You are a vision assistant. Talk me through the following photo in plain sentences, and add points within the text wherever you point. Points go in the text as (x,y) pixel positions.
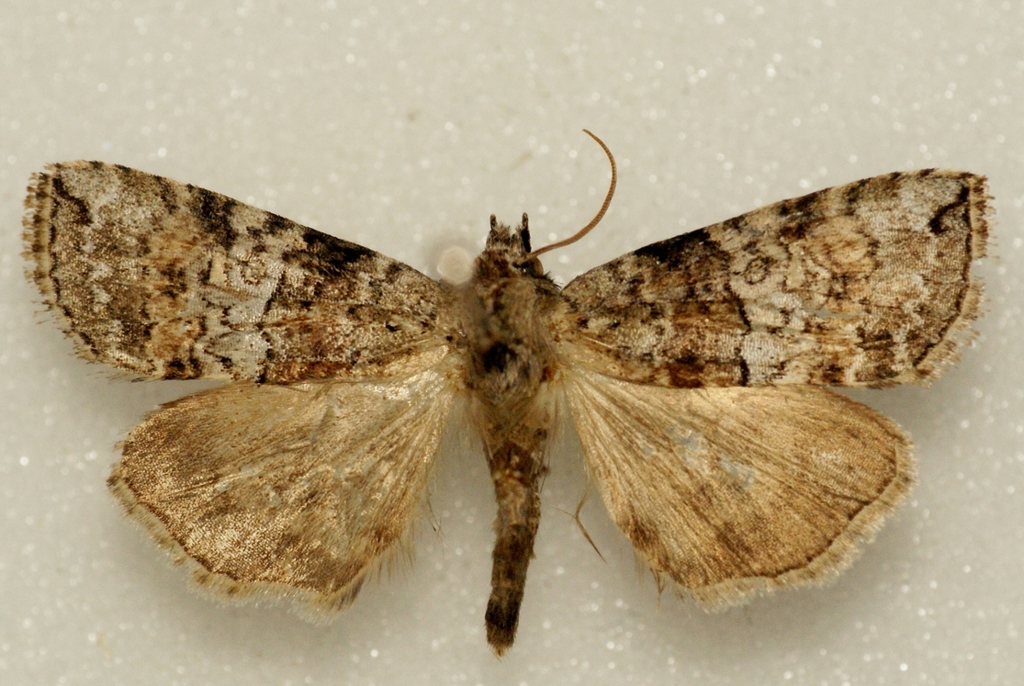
In this image there is a moth (325,358) on the surface (997,598).
